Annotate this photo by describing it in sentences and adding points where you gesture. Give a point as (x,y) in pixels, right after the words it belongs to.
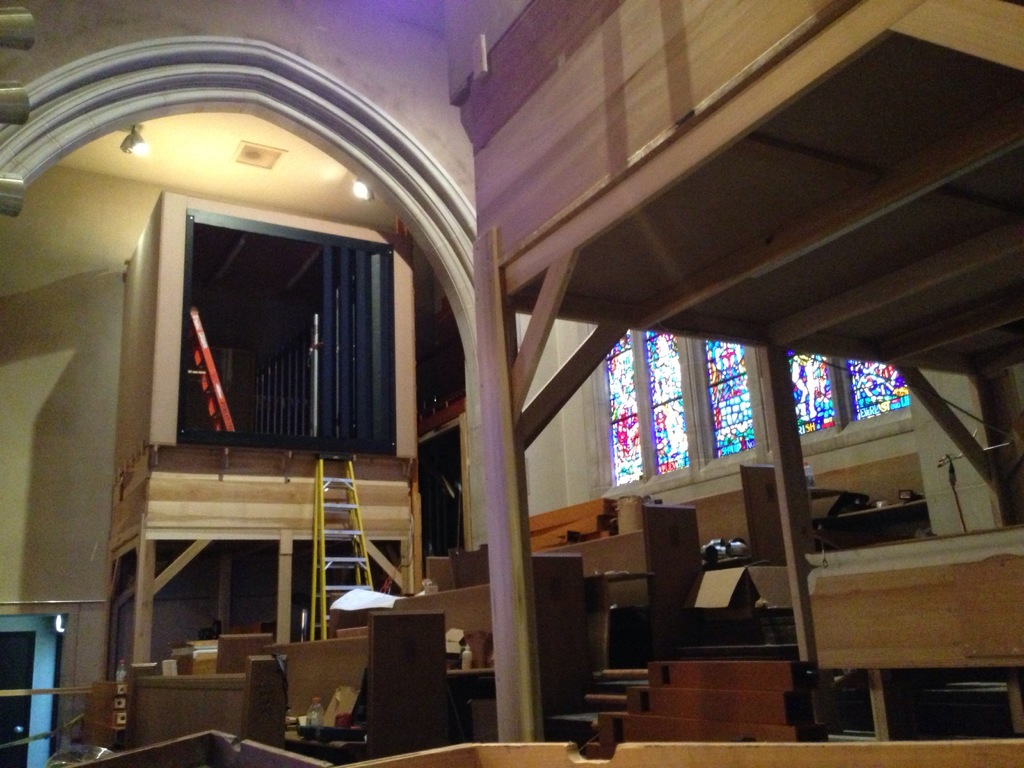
In this image, we can see the interior view of a room (632,591). We can see some desks (658,589) with objects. We can see some stairs (768,669) and ladders (314,574). We can see some wood (609,316). We can see some windows (824,378) with glasses (828,382). We can see the arch (208,60) and the roof (263,170) with some lights (132,128). We can see a blue colored object (43,617) in the bottom left corner (48,736).
